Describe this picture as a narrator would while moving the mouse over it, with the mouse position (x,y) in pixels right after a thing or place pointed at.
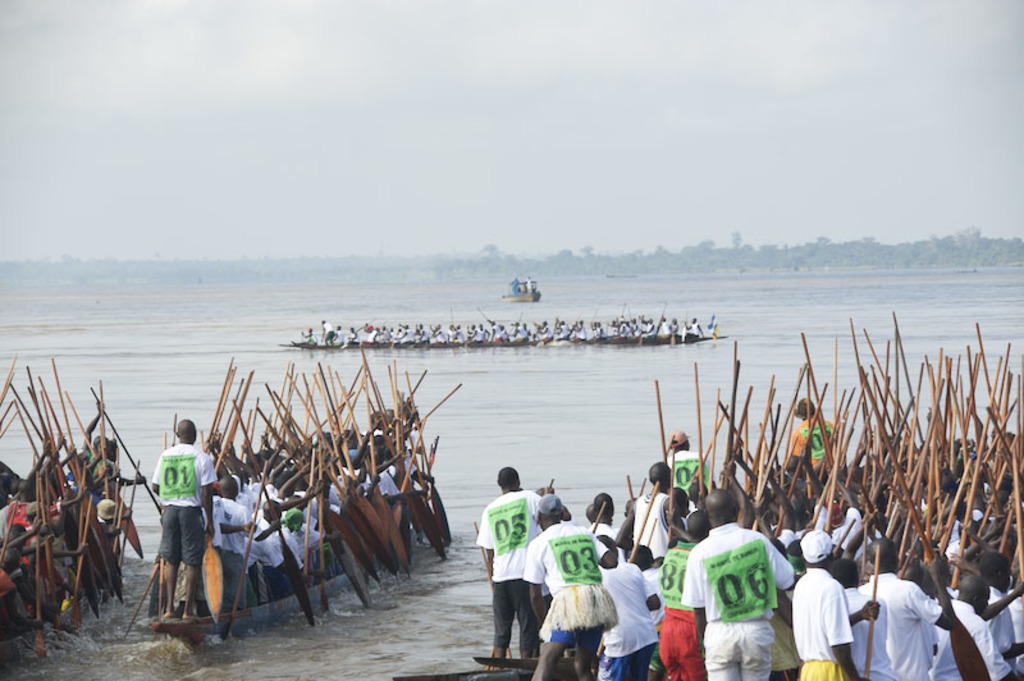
In this image, on the right (808,548) there are people (823,581) holding sticks (877,549). On the left (243,567) there are two boats (294,607) on that there are many people (216,517), they are holding sticks (282,548). In the middle (530,345) there is a boat (471,342), on that there are people (454,339), they are holding sticks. In the background (527,305) there is a boat (529,295), trees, water (264,303), waves (791,310), sky (644,234) and clouds (229,78).
